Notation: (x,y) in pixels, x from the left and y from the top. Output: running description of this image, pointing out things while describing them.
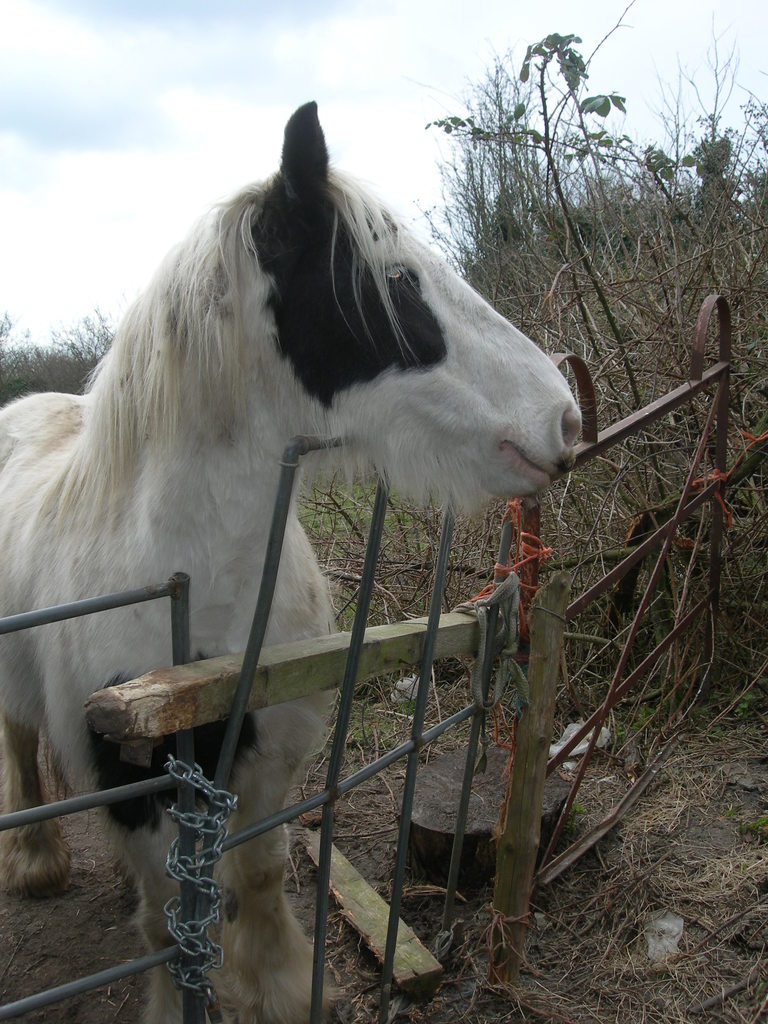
In this image I can see a white color horse (155,444) which is looking at the right side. In front of this I can see a railing (647,618). In the background (646,244), I can see some plants (512,213). On the top of the image (223,66) I can see the sky (156,167).
